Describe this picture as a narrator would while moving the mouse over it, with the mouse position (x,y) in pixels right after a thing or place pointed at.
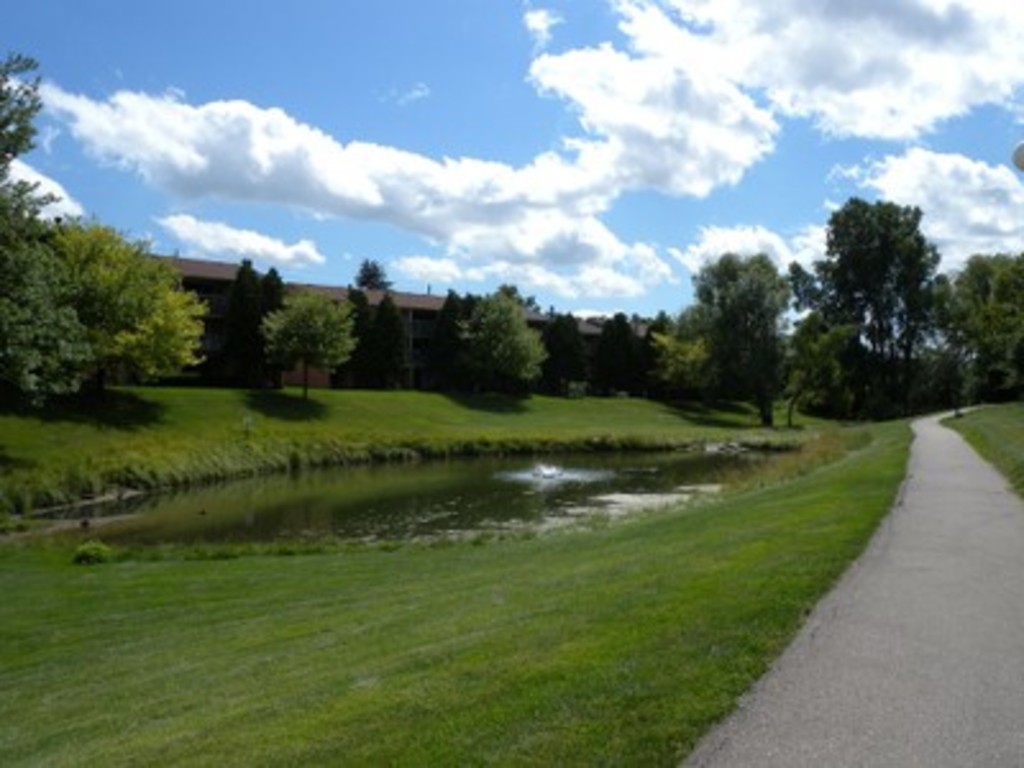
In this image we can see a pond (388,494). We can also see some grass (384,642), trees (249,305), house (221,308) with a roof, a pathway (913,659) and the sky (534,186) which looks cloudy.
